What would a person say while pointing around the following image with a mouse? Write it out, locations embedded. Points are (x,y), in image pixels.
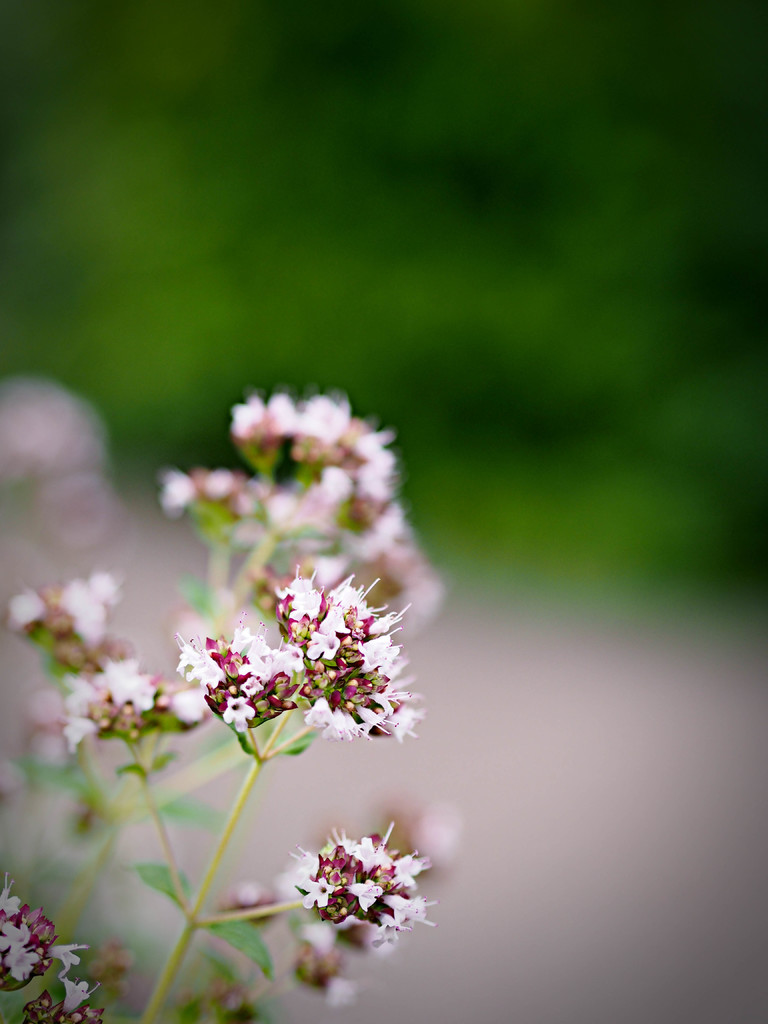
In this image there are plants (174,895). There are leaves (242,933) and flowers (348,583) to the plants (324,521). The background (303,138) is blurry.
